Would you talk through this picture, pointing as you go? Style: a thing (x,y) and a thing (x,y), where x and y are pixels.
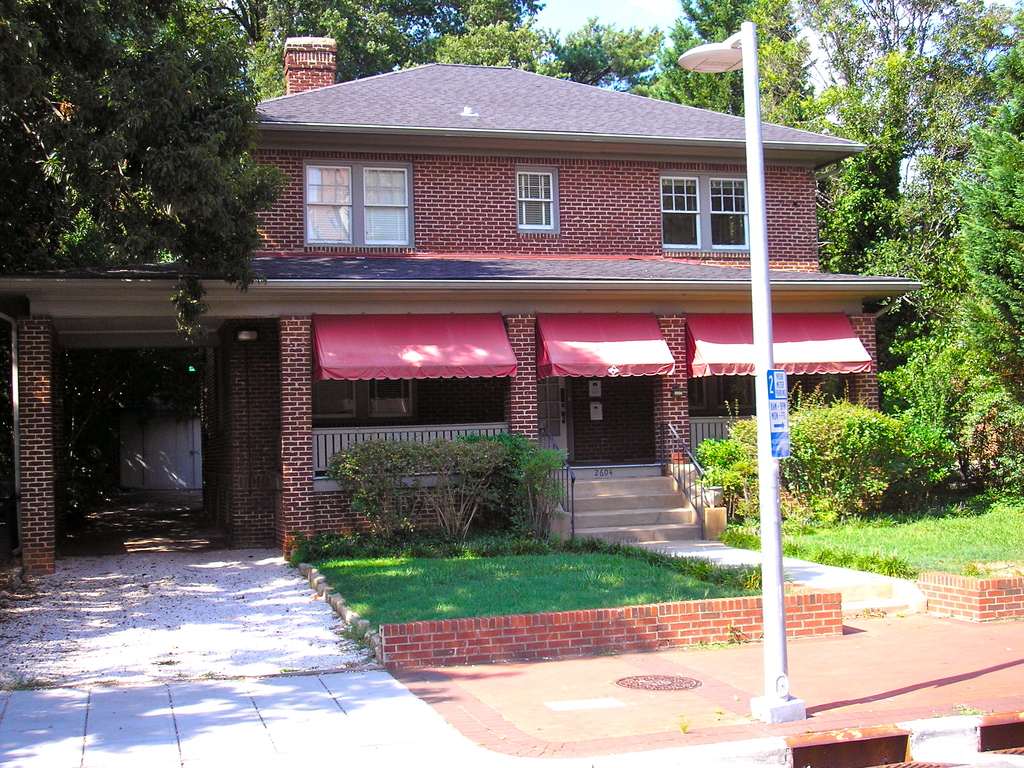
In the image there is a house (588,178) with brick walls (596,178), windows (378,212), doors (541,402), stairs (644,531), railings (554,441), roofs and pillars (516,420). In front of the house (614,465) there is grass (974,526), pole (753,132) with a lamp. And also there are trees (765,97) and plants (546,452).
